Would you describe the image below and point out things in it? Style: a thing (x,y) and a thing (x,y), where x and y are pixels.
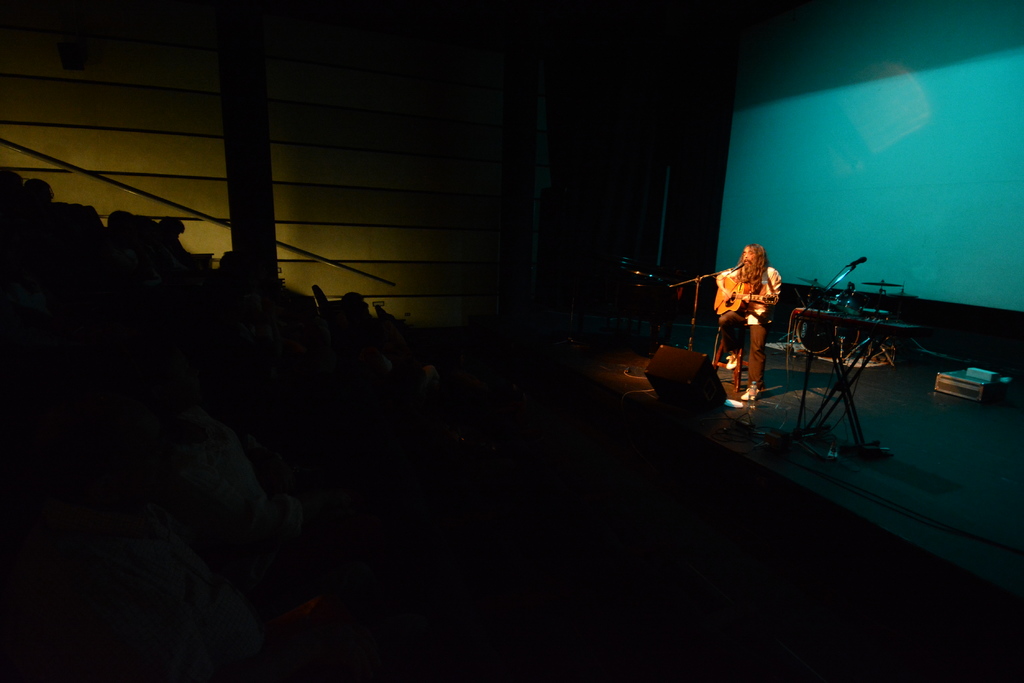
In this image a person (732,353) is sitting on the chair (740,352). A person (764,350) is holding a guitar (734,293). Before him there is a mike stand (696,302). Few mike stands (693,334) and musical instruments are on the stage (921,447). Left side (237,482) few persons (55,670) are sitting on the chairs (381,471). Background (45,177) there is a wall (57,180). Right side (1013,209) there is a screen (736,116).
